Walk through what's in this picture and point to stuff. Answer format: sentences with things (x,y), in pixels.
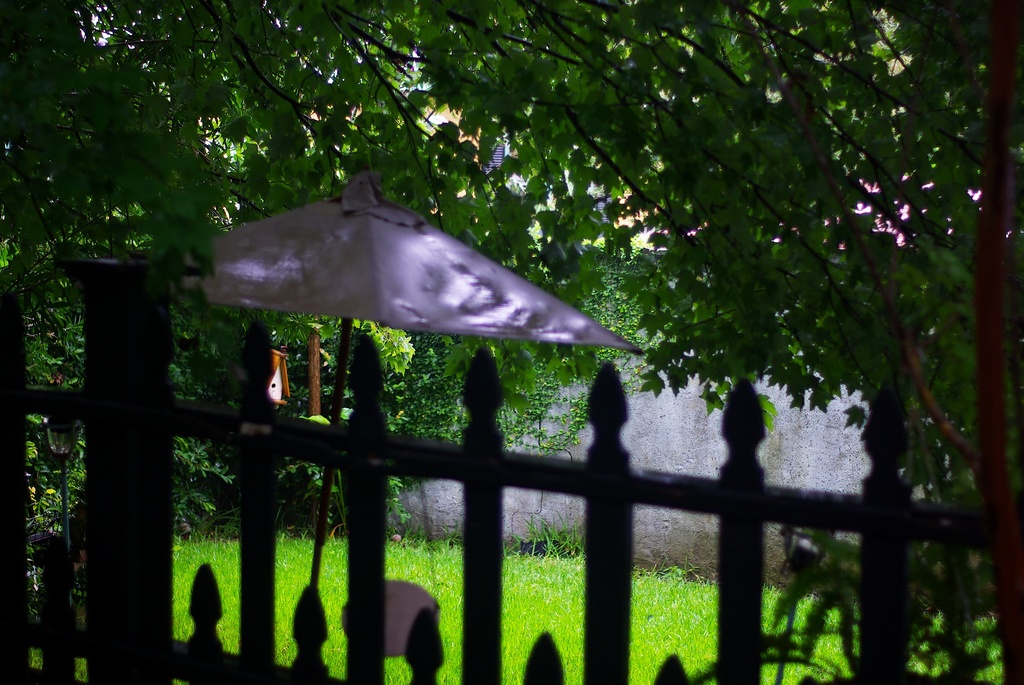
In this image I can see a grille (380,591), grass (530,568), umbrella (409,270), bird house (280,385), wooden object (313,364) and leaves (874,294).
